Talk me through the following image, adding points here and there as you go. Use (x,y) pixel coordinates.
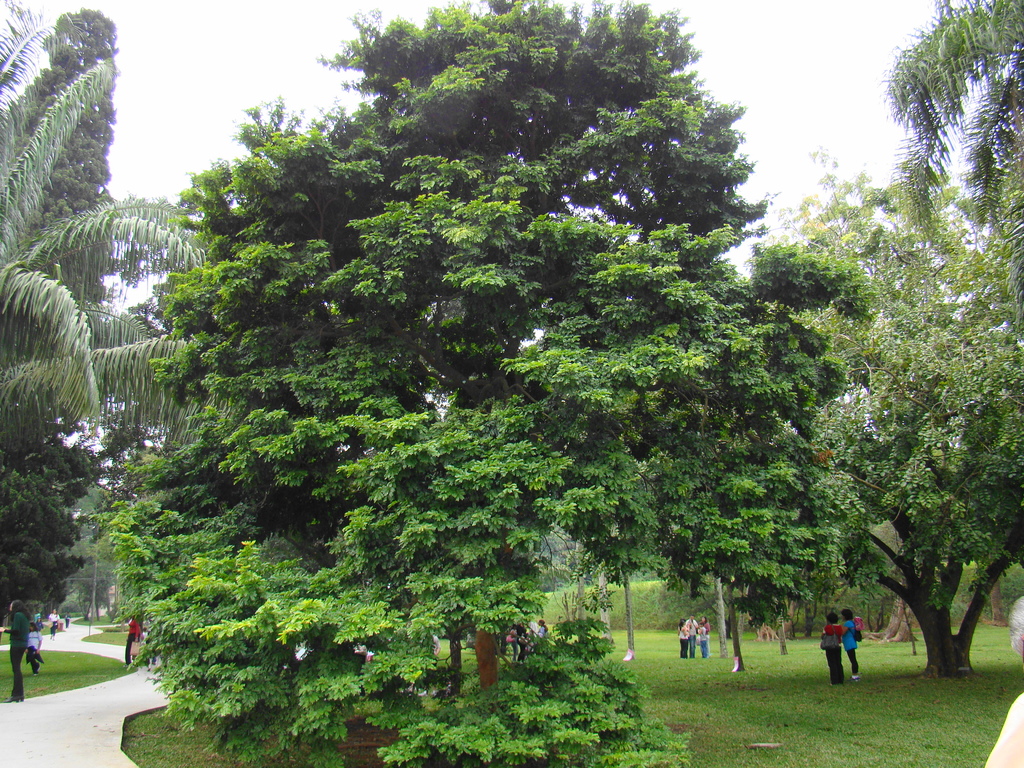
In this image we can see a group of people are standing on the ground (663,667), here are the trees (494,249), at above here is the sky (872,173).
